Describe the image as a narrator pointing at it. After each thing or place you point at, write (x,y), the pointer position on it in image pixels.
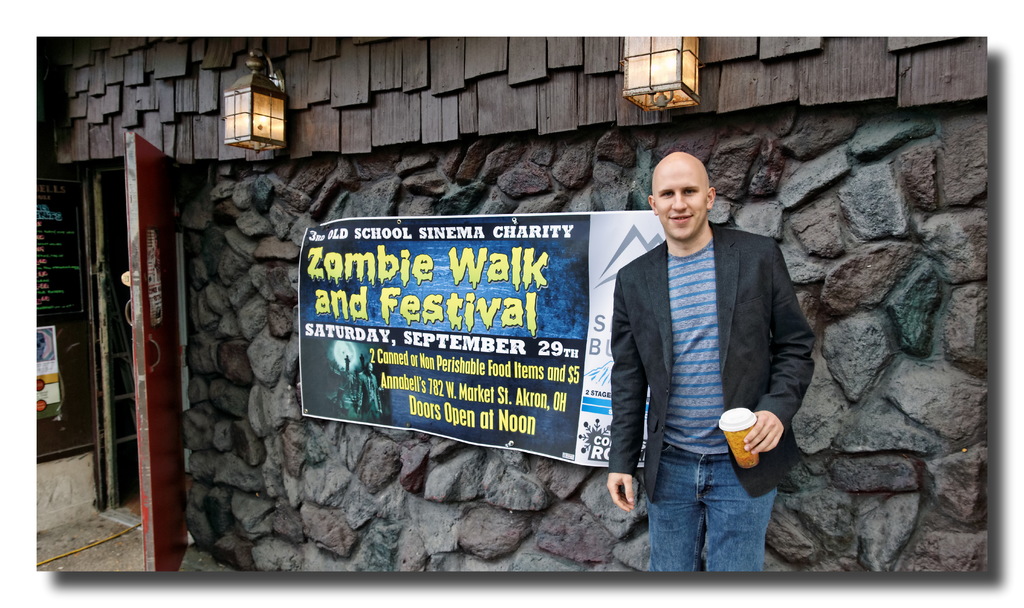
In the background (267,75) we can see the lights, stone wall (856,192), banner (425,325), door (148,405), posters (79,267). We can see a man (703,444) holding a glass (743,438) and smiling. In the bottom left corner of the picture (96,547) we can see the floor (104,553) and it seems like a yellow rope (86,548).
